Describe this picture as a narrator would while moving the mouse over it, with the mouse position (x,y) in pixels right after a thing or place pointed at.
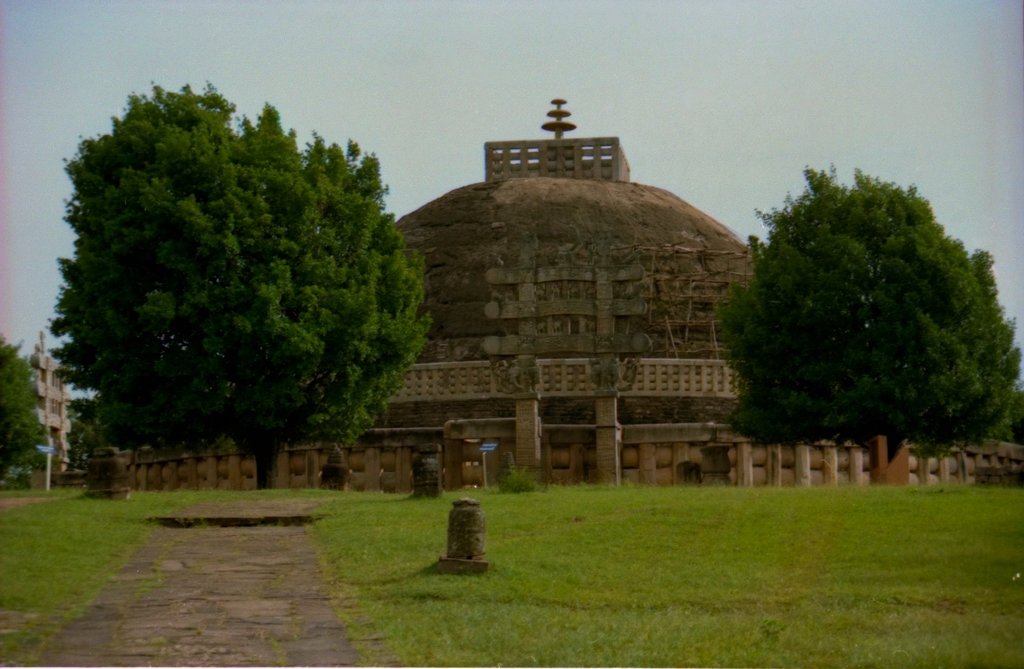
In the center of the image (557,229) we can see the sky (439,47), buildings (642,273), fences (702,455), poles (609,455), trees (826,250), grass (945,539) and a few other objects (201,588).
